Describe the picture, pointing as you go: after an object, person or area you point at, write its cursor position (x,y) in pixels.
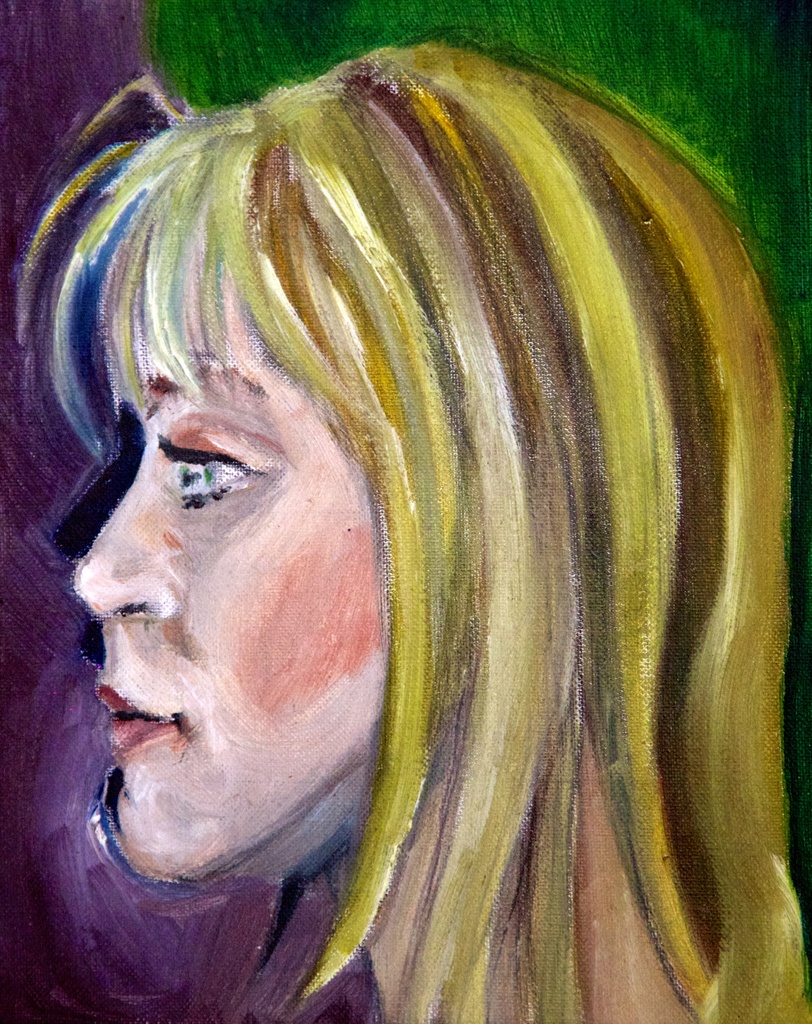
In this image we can see the painting (288,715) of a woman (306,715).
